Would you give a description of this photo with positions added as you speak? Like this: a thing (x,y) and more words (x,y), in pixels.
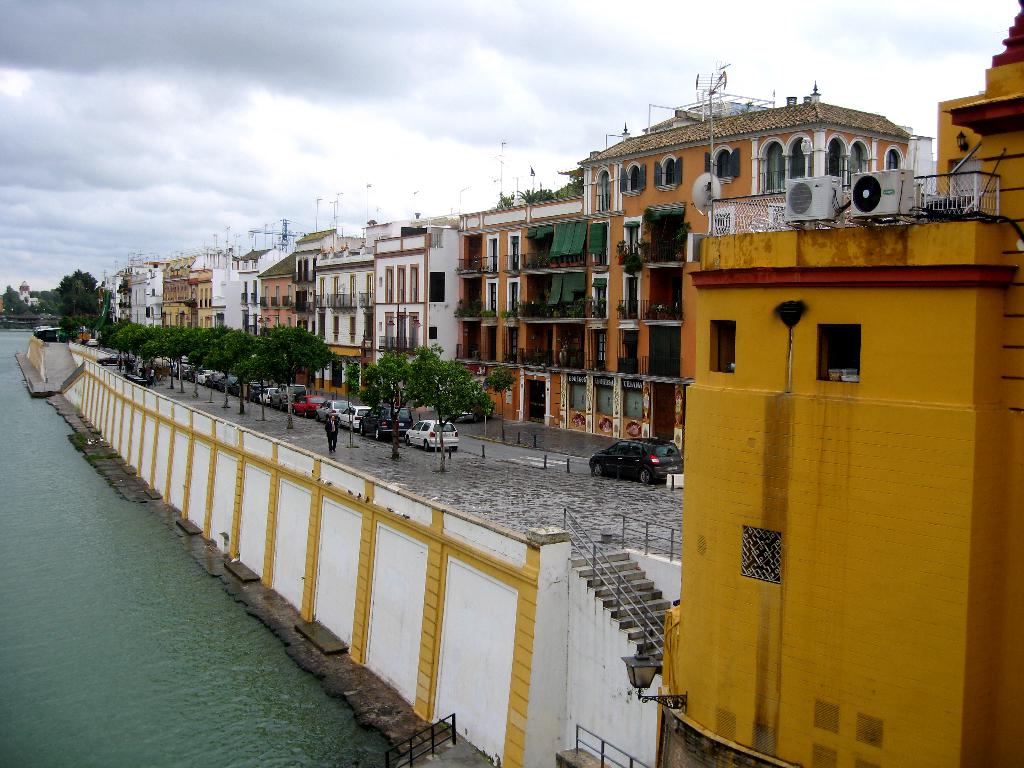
In this image we can see buildings (639,306) and trees (163,340). On the road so many cars (286,398) are there. Left side of the image (86,557) one lake (78,530) is present. The sky (224,105) is covered with clouds (279,61).
